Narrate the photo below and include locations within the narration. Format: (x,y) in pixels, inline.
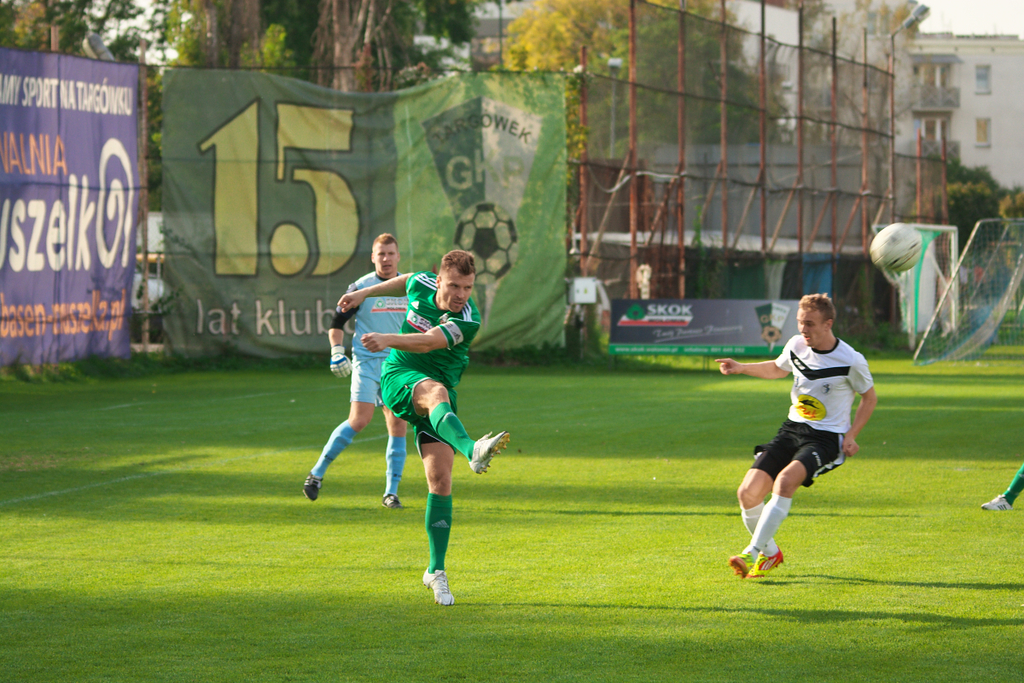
In this picture I can see some men (428,420) are playing on the ground (427,544). In the background (364,243) I can see banners (427,167) and trees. On the right side (1004,115) I can see buildings (988,54), the sky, a ball (902,234) in the air (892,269) and net (938,321). I can also see grass (327,488).
